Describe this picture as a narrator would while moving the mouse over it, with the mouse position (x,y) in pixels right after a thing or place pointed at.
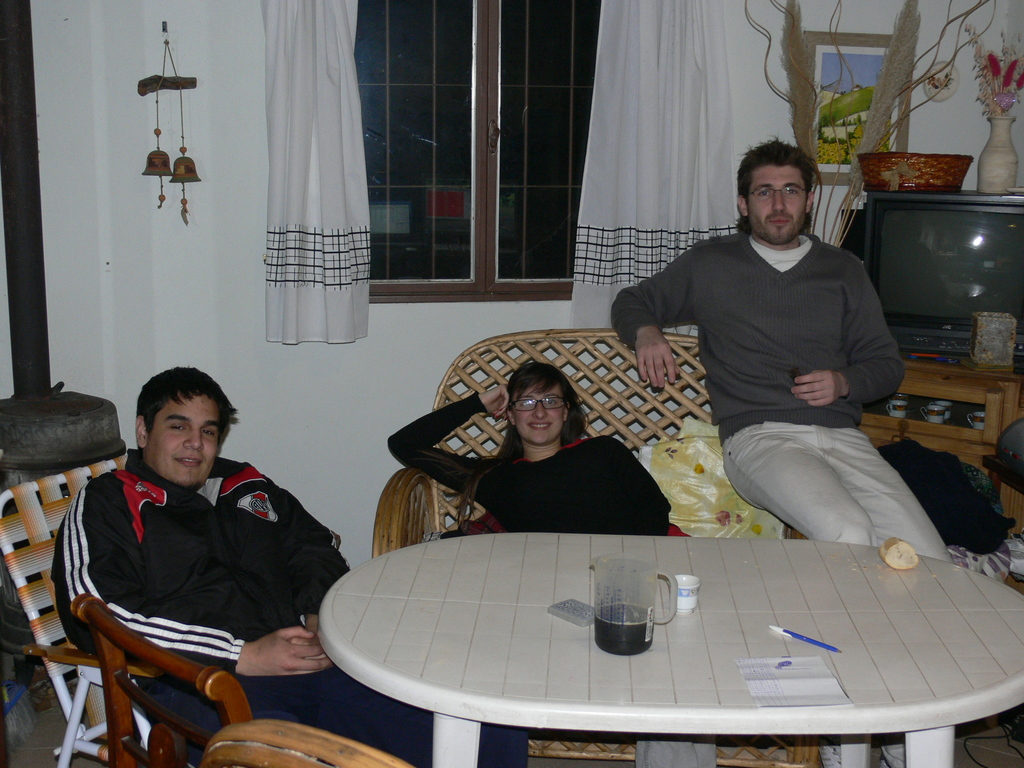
Here we can see 3 people (231,480) each of them is sitting on chairs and there is a table (685,617) in front of them there is a jar (645,623) containing juice (630,614), at the right side (984,295) we can see a television (998,265) and the center we can see a window (370,148) and curtains (338,153) along with it
